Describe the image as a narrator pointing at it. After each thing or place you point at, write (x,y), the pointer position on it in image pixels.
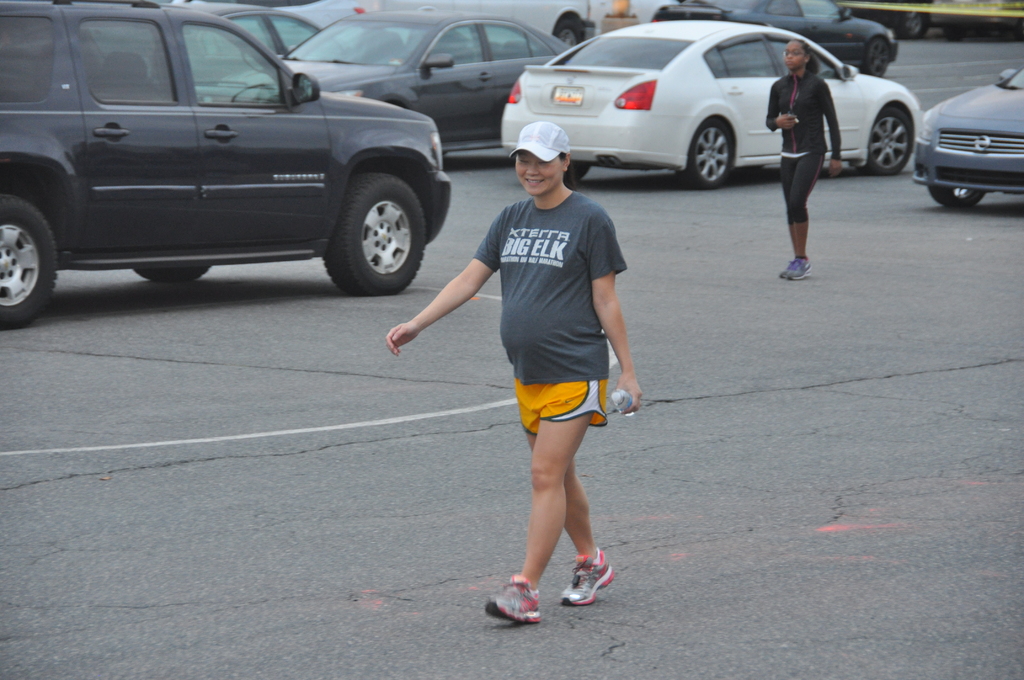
In the image we can see there are two women (599,297) walking, wearing clothes (524,326), shoes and there is a woman (574,310) wearing cap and holding a bottle (612,398) in her hand (622,387). There are even vehicles (613,116) and the road (827,483).
